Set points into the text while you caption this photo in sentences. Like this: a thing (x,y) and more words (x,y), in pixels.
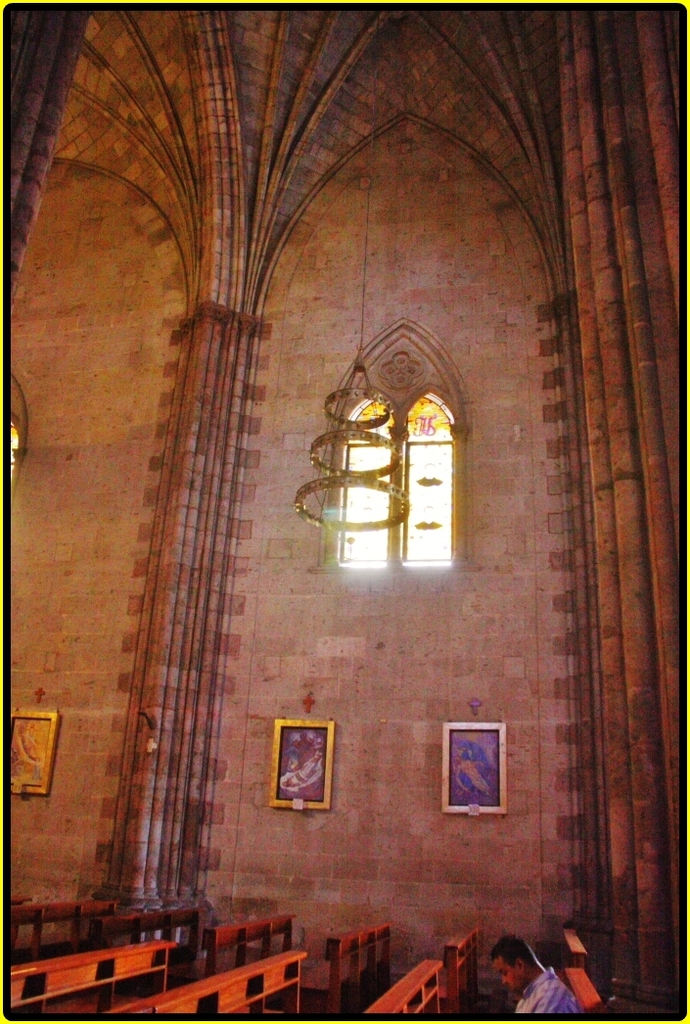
In this image there are some benches (244,992) in the bottom of this image (140,1011). there is one person (521,979) sitting on to this bench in the bottom right corner of this image (539,973). There is a wall (457,680) in the background (370,676). There are some photo frames (273,750) attached on it. There is a window (412,507) on the top of this image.
